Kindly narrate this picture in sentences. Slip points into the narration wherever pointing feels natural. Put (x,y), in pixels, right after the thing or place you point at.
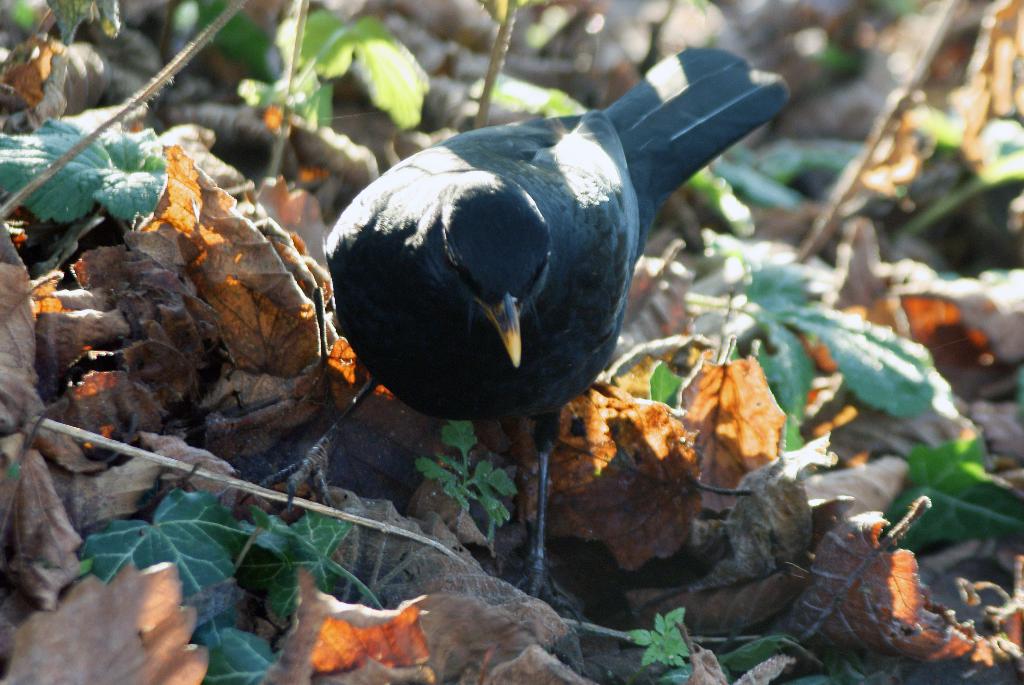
In this image we can see plants (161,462) and leaves (481,523) on the ground (577,588) and there is a bird (463,280) on the leaves (118,543).
